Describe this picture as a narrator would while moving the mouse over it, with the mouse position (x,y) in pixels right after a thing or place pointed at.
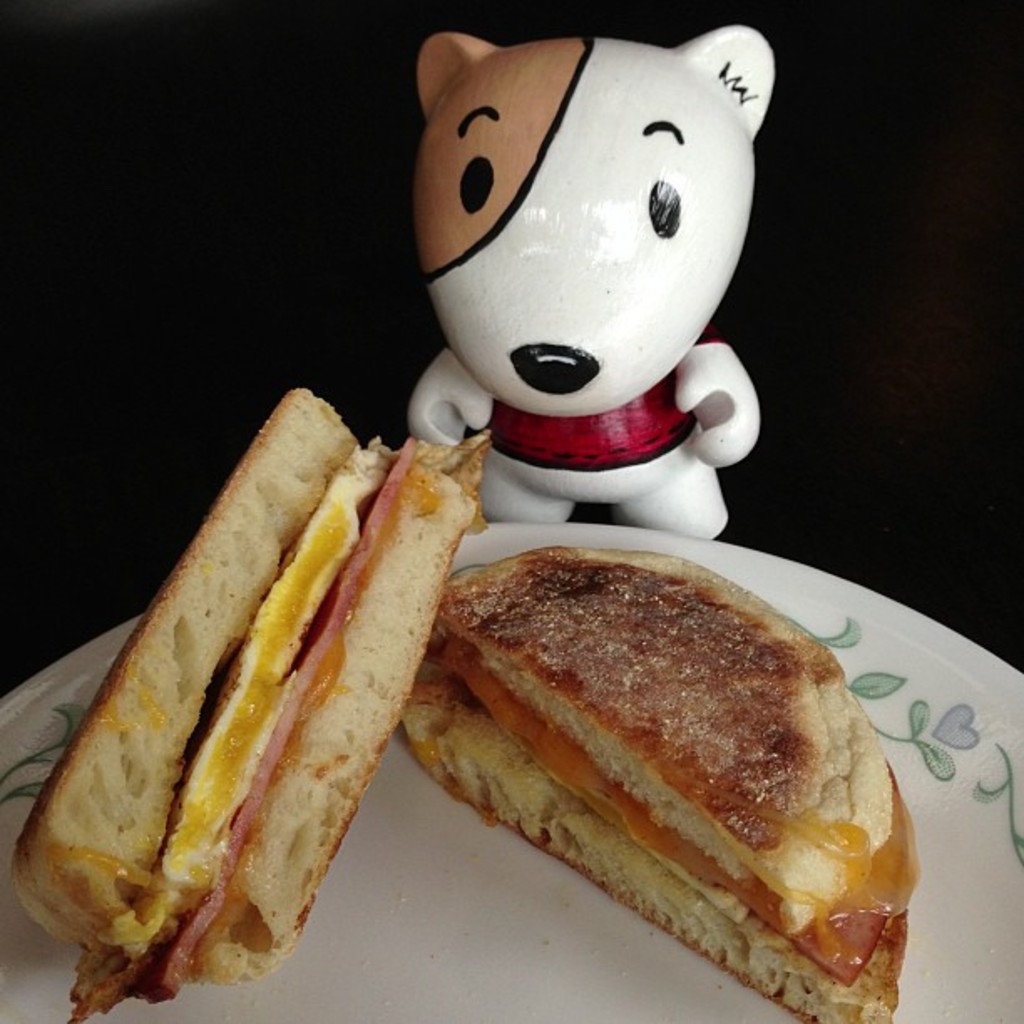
In this picture I can see there is some food (512,831) on the plate (988,959) and there is a doll (634,399) behind the plate (373,1011). The backdrop (285,202) is dark.
